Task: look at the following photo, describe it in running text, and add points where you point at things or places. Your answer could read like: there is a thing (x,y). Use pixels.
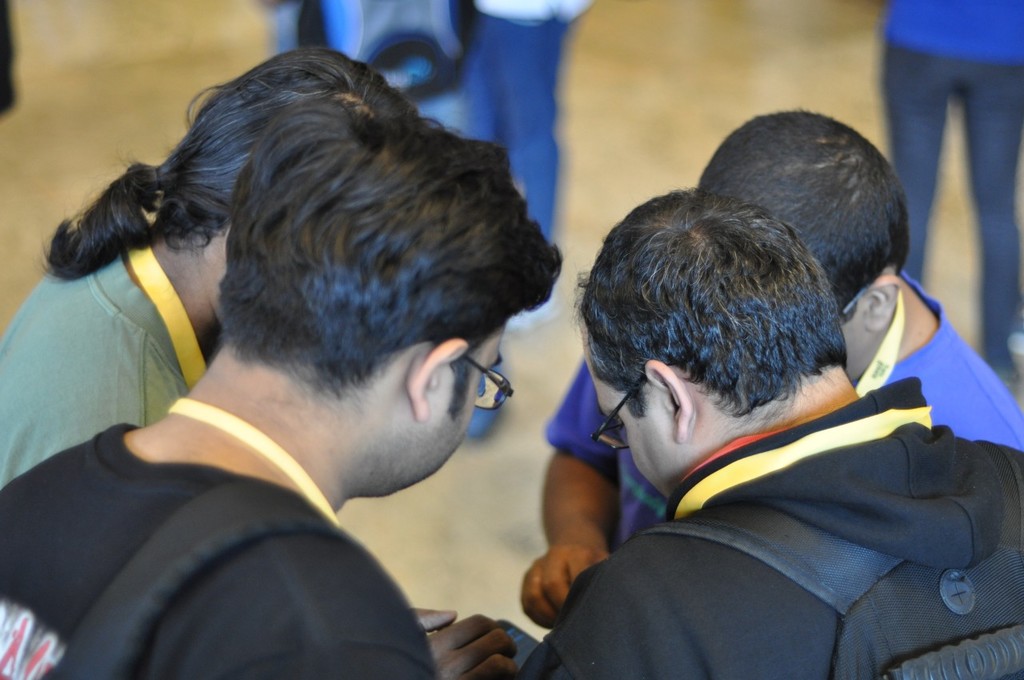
In this image I can see the group of people (772,365) are standing and wearing different color dresses (9,429).
